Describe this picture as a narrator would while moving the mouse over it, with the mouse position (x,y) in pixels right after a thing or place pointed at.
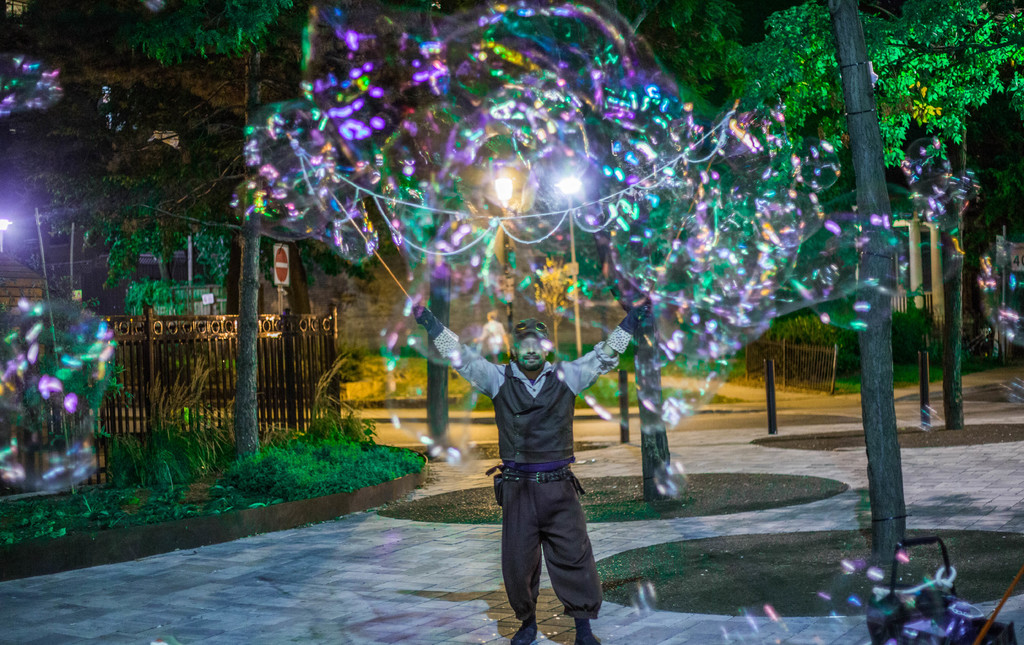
In this image we can see one house (40,283), two fences (188,357), three lights (571,183), some objects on the surface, one name board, so many poles (1005,229), one wall (366,302), signboard (1016,265) attached to the pole (1004,291), so many trees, plants (72,497), bushes (340,470) and grass (246,498) on the surface (197,497). One person (548,488) standing in front of the house (28,287) and make so many bubbles (738,228).
